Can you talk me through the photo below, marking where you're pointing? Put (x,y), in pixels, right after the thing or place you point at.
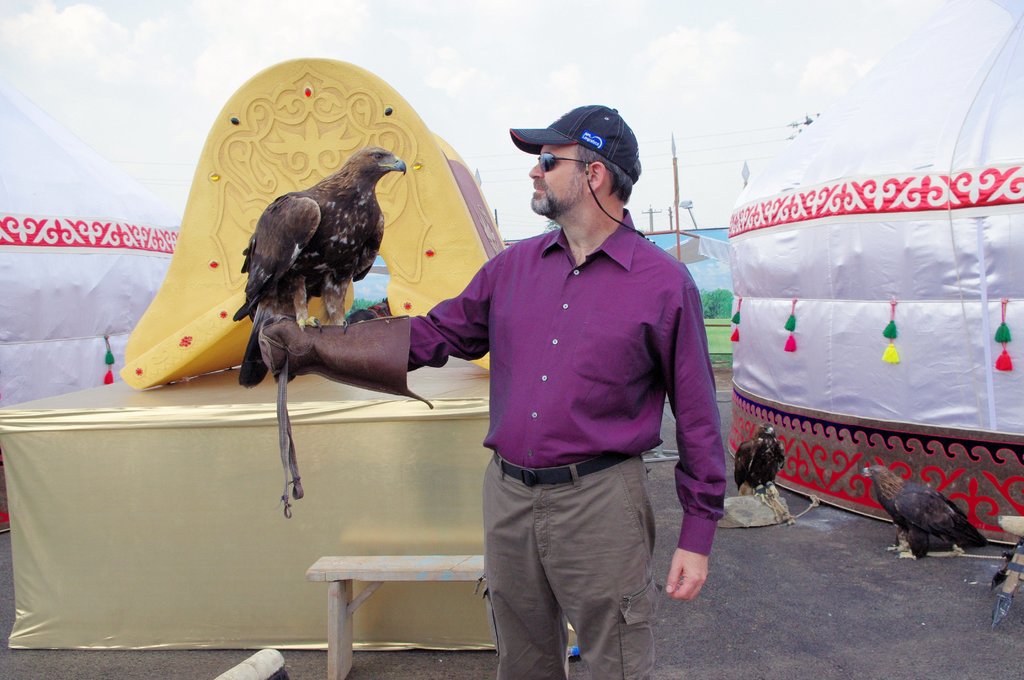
This is a picture taken in the outdoor, the man (548,382) is standing on the road (753,605) holding a bird (295,231). Background of this man (446,313) is a tent (846,167) which is in white color and a sky (640,199).
